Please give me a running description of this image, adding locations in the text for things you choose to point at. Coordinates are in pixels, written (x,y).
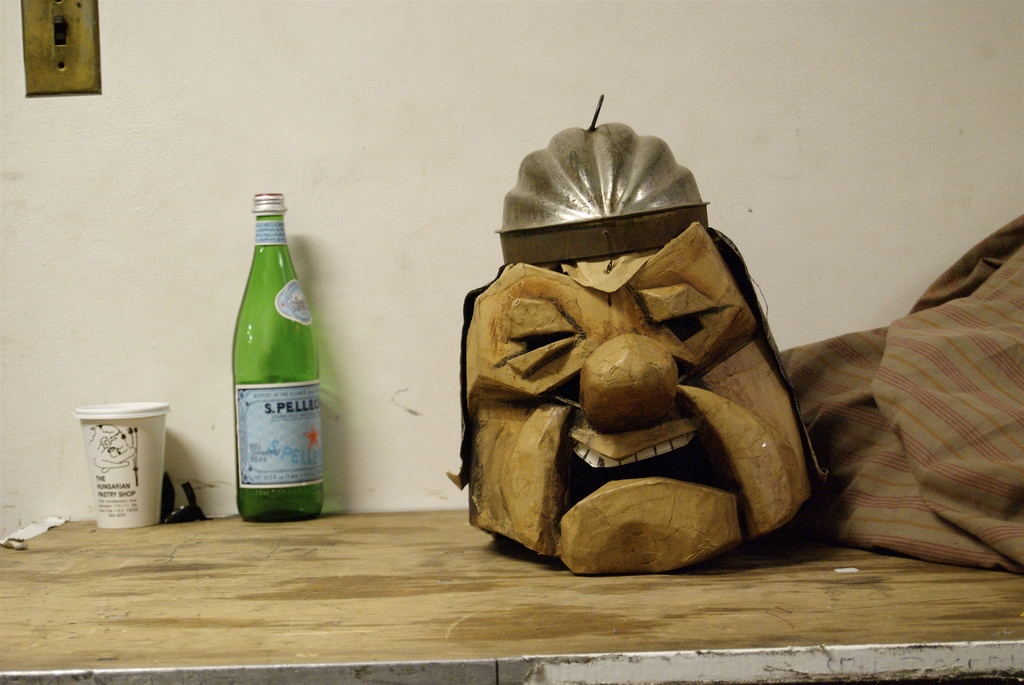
This picture is taken in room (602,518). Here, we see a table (312,589) on which green bottle (252,420), caps (159,455), a cloth (870,491) and wooden carving (615,381) are placed on it. Behind that, we see a white wall (239,102).
